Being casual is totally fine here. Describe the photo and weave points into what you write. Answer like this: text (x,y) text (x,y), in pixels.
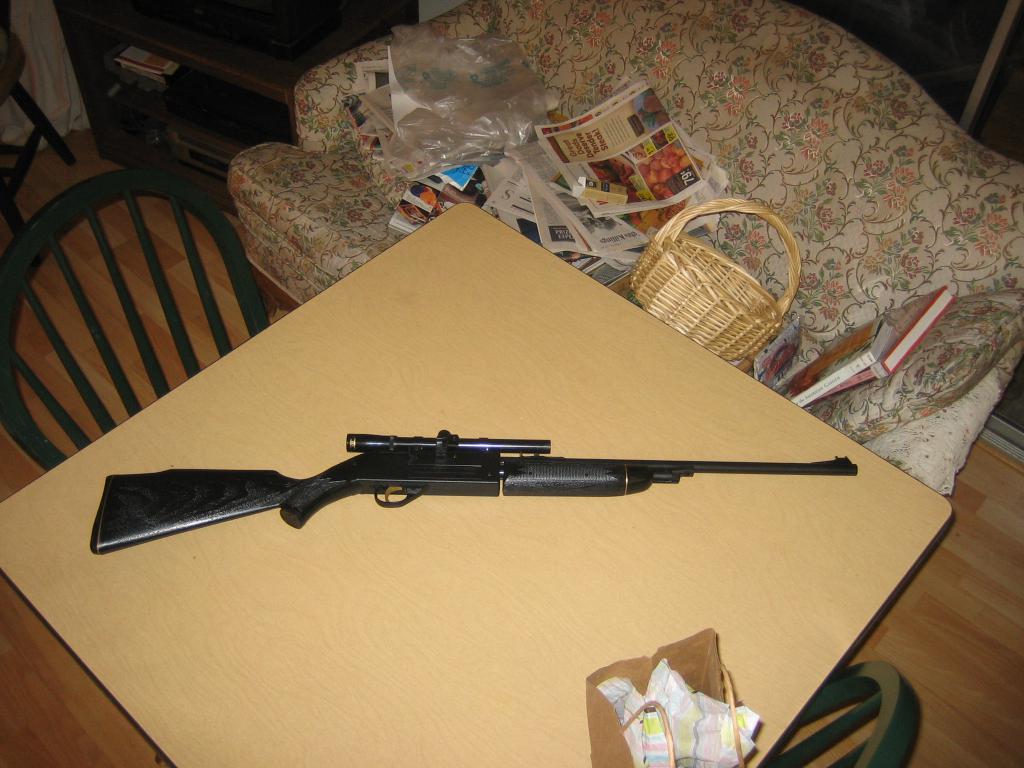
In this image i can see gun (619,477) on table (628,518), two chairs (182,350) at the back ground (644,179) i can see few papers (706,174), basket (708,284), book (871,359) on a couch (890,312).
